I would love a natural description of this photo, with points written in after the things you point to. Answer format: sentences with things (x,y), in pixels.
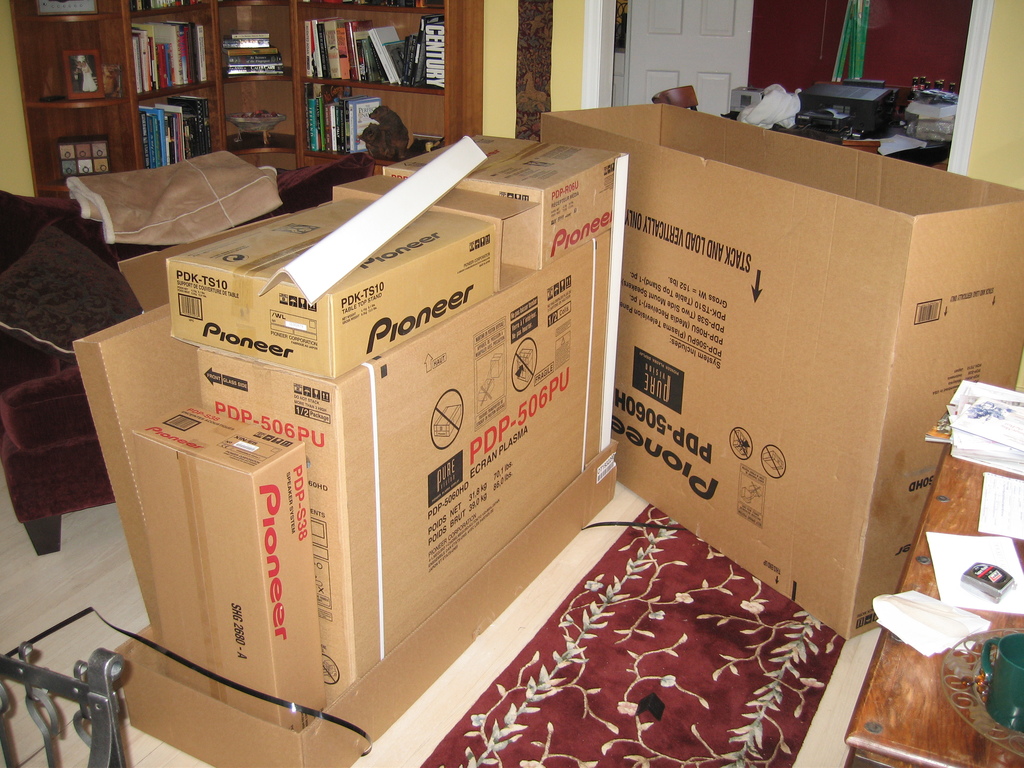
In this image I can see different sizes of cardboard boxes (551,330) placed on the floor (531,587). This is a carpet (699,692) with a some design (757,693) on it. At background (120,130) I can see a bookshelf (120,130) with many books (310,25) placed inside. This looks like a couch (57,429) where some blankets (133,203) are covered. This is a door (690,56) and I can see a table (901,125) with a printer (891,112) and some objects (927,129) kept on it. At the right corner of the image (988,682) I can see another table (930,699) with papers (992,450), glass plate (965,668), mug (1007,649) are placed on the table (983,755).
